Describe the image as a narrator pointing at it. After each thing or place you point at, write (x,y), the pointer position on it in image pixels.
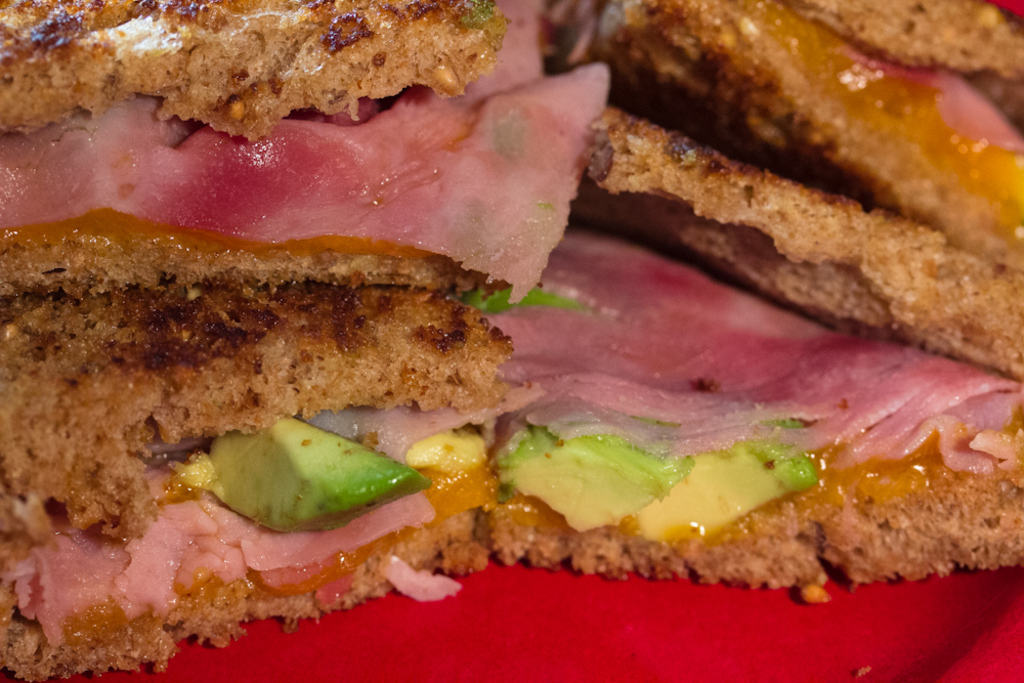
In this picture we can see some food (720,525).
